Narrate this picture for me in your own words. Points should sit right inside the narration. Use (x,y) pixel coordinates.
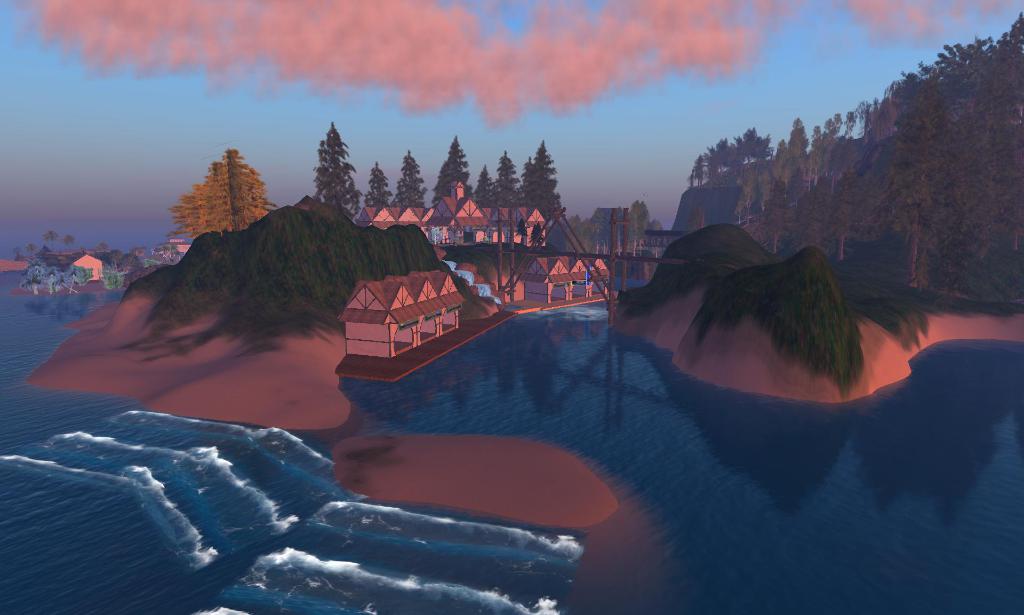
This is an animated image. At the bottom of the image (377,520) there is water (318,517) with waves (147,466). There are hills (345,258) and also there are buildings (531,220) with roofs (450,212) and walls (465,205). And also there is a bridge (512,244). And in the background (556,240) there are trees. At the top of the image (477,75) there is sky (587,87) with clouds (429,80).
